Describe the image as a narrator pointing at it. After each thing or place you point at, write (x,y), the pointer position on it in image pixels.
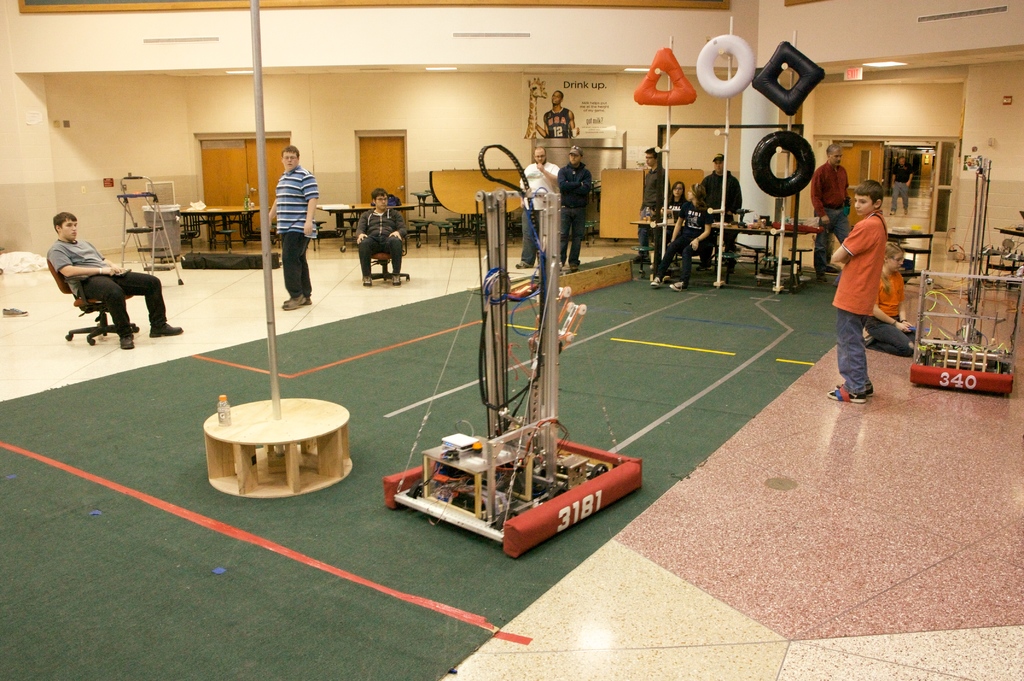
There is a poster (529,101) over a wall (451,130). These are doors (253,162). here we can see few persons (644,206) standing and few (75,258) are sitting on a chairs (62,286). This is a carpet (522,361). Here we can see machines (541,345). These are tubes (771,66) over a stand (668,130). This is a floor (895,554).
